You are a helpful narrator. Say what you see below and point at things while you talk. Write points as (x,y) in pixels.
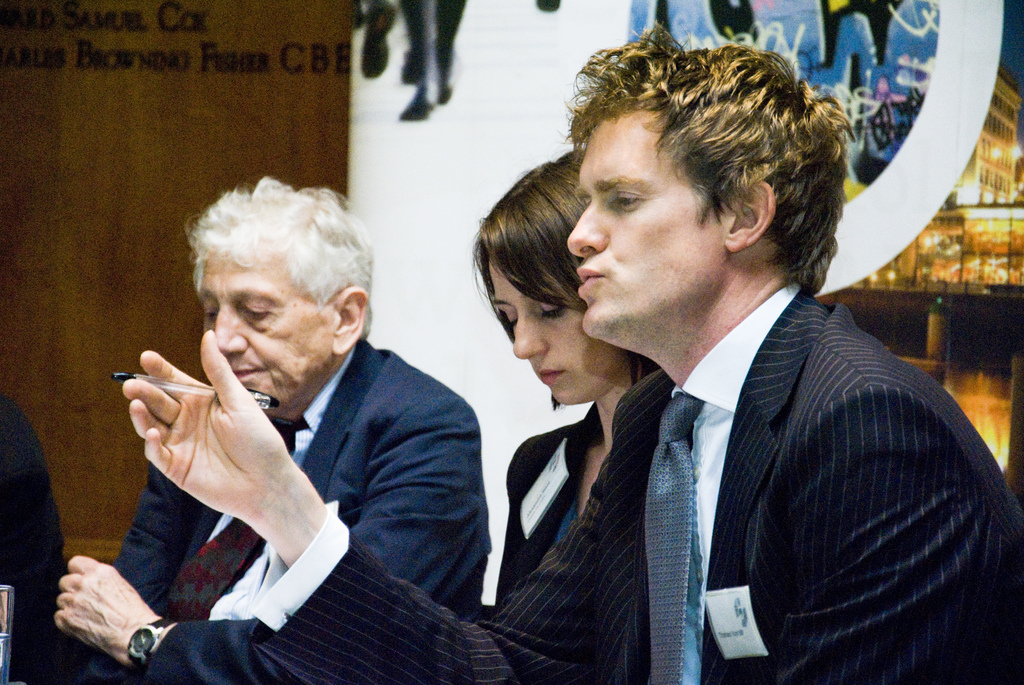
This image consists of three persons (476,477). One is woman (549,490), two are men (587,543). All are wearing blazers (198,683). The one who is on the front (627,533) is holding a pen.
